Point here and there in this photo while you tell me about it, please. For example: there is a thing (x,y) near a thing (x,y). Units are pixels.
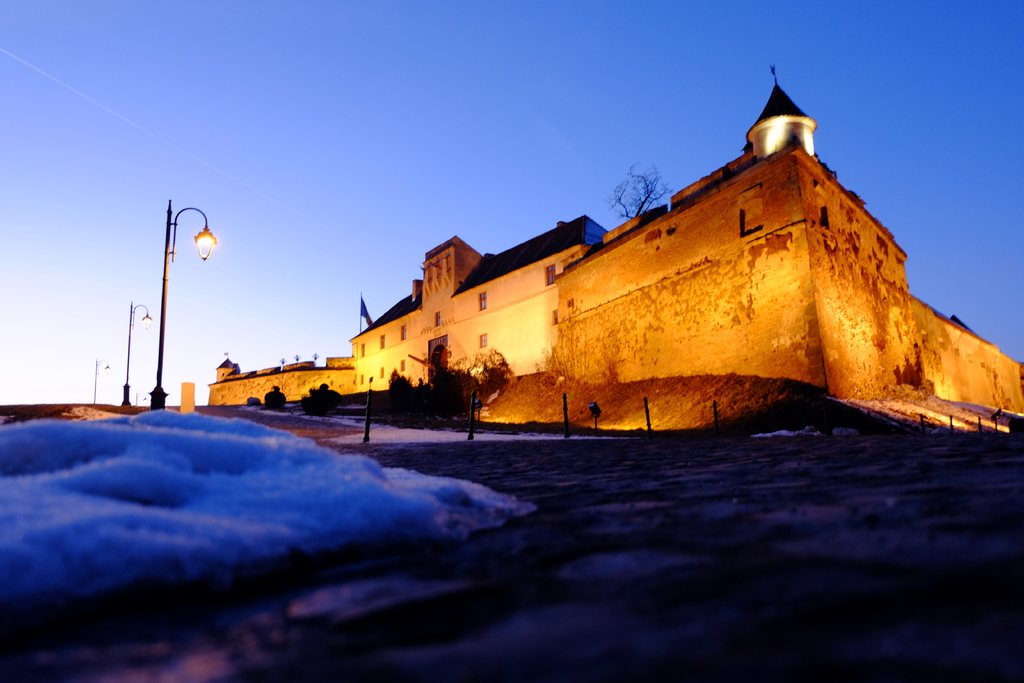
In the foreground of the picture (122,426) I can see the snow (150,493). I can see the building (570,303) and I can see a flagpole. I can see the decorative lamp poles (166,284) on the left side (128,386). There are no clouds in the sky (391,116).
